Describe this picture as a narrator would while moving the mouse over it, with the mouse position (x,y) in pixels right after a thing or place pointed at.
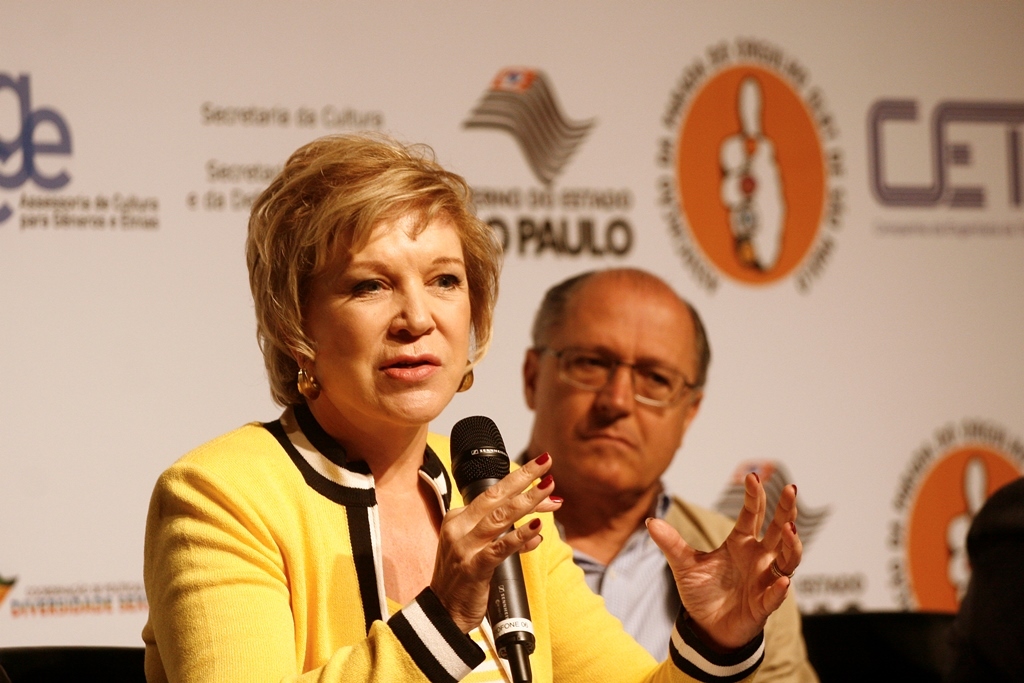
In the middle of the image (475,253) a woman (494,287) is holding the microphone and speaking. Behind the woman (385,225) there a man (567,458). He is watching. Behind the man (686,326) there is a screen (750,26).
